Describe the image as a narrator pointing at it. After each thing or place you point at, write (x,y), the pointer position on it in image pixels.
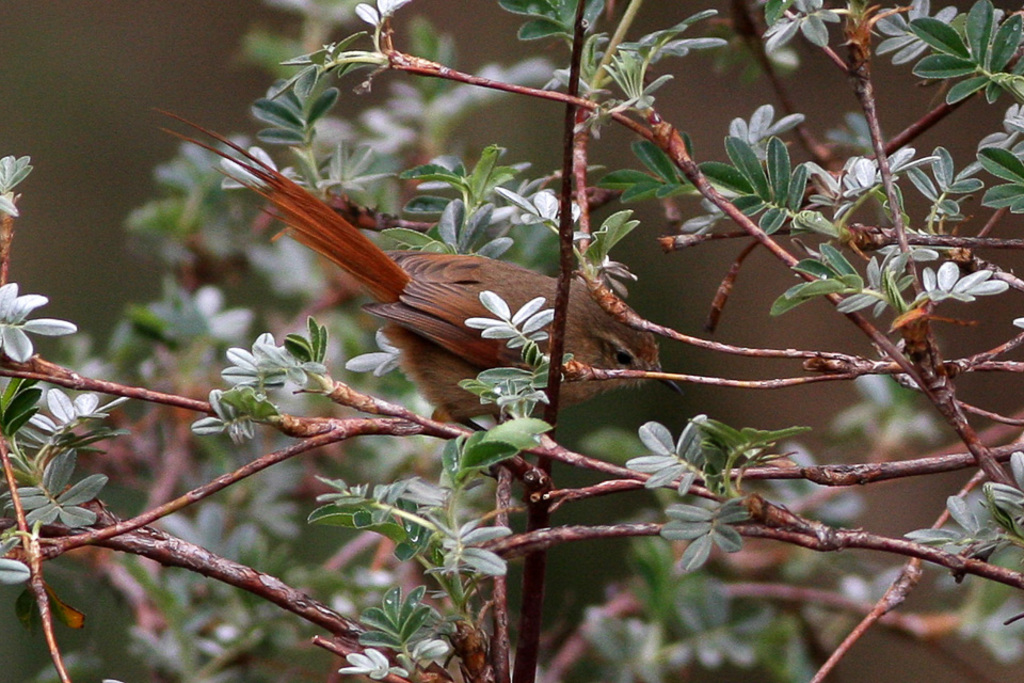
In this image I can see the bird (449,376) on the plant (475,549). I can see the bird (505,348) is in brown color. I can see the blurred background.
